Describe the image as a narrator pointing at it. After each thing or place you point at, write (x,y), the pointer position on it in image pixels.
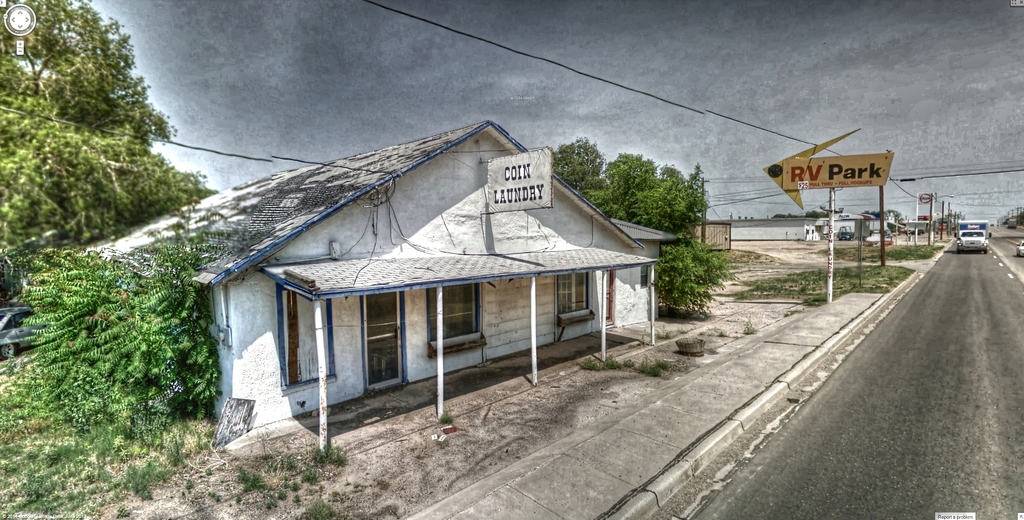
In this image I see the road (947,405) and I see 2 vehicles (967,240) over here and I can also see few buildings (805,236) and I see boards (536,168) on which there is something written and I see the trees (40,103). In the background (744,150) I see the wires (911,180), poles (917,227) and the sky (794,147) which is cloudy and I see that this is an edited picture.
